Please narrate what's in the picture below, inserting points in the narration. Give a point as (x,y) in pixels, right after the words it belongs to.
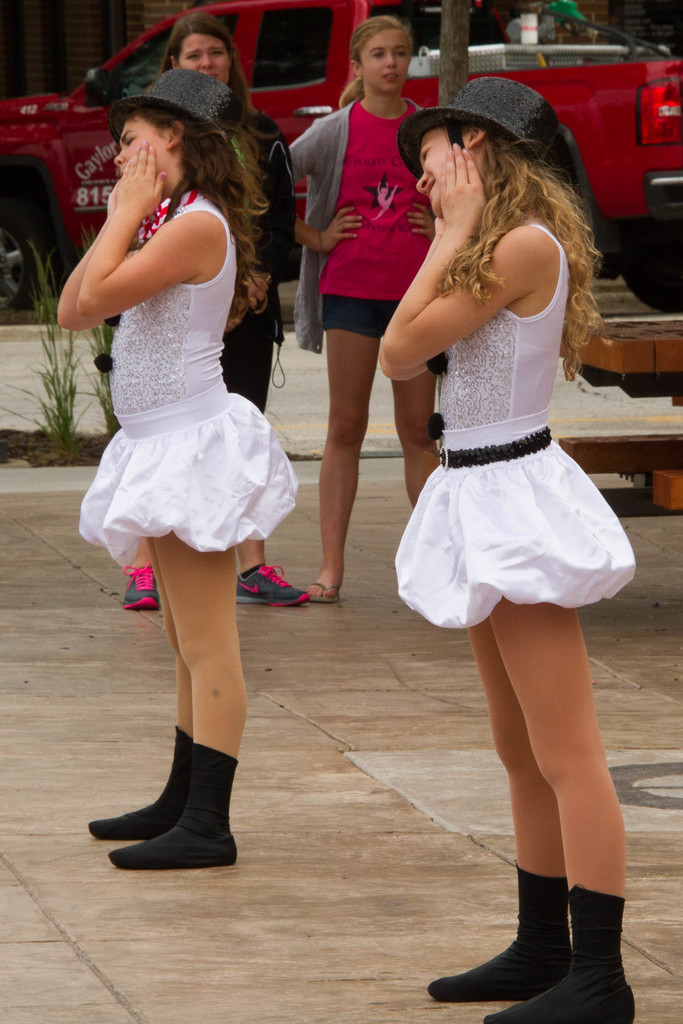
In this image I can see there are two girls (413,310) wearing a white color skirt (204,423), standing on the road (145,944) and they are performing an act and at the top (134,74) I can see a red color car (631,76), in the middle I can see two persons (285,177) watching the performance of actors (209,782) standing on the road (34,854).
